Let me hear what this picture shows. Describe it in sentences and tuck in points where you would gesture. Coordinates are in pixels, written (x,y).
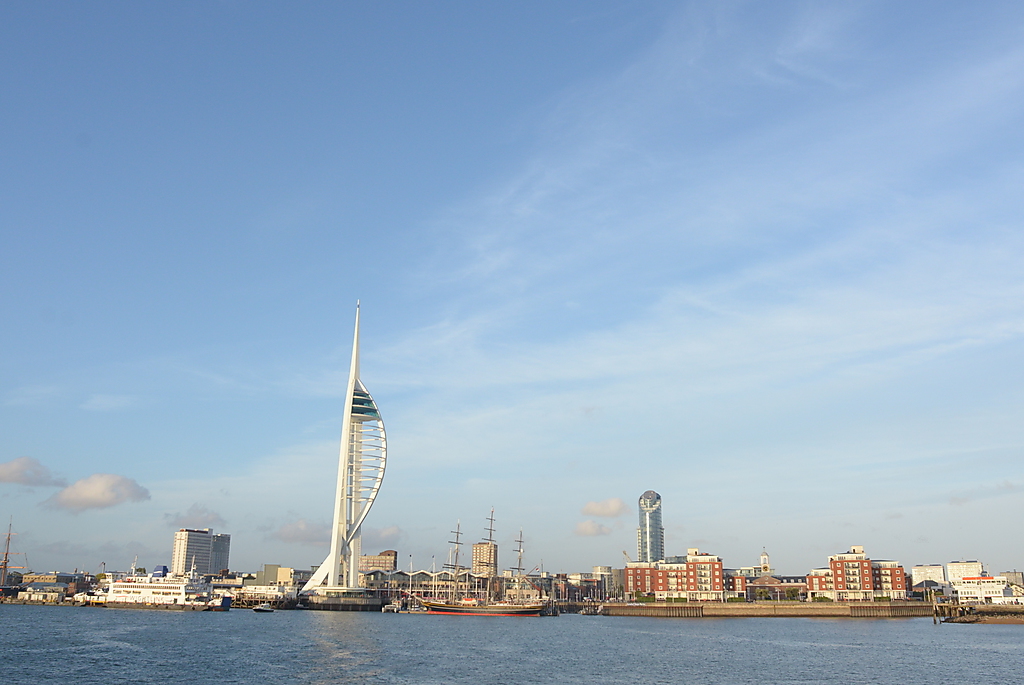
This image is clicked in an ocean (467,650). In the background (191,547), there are many buildings (475,548) and skyscrapers (198,549). At the top (324,210), there are clouds (90,498) in the sky (287,298).
